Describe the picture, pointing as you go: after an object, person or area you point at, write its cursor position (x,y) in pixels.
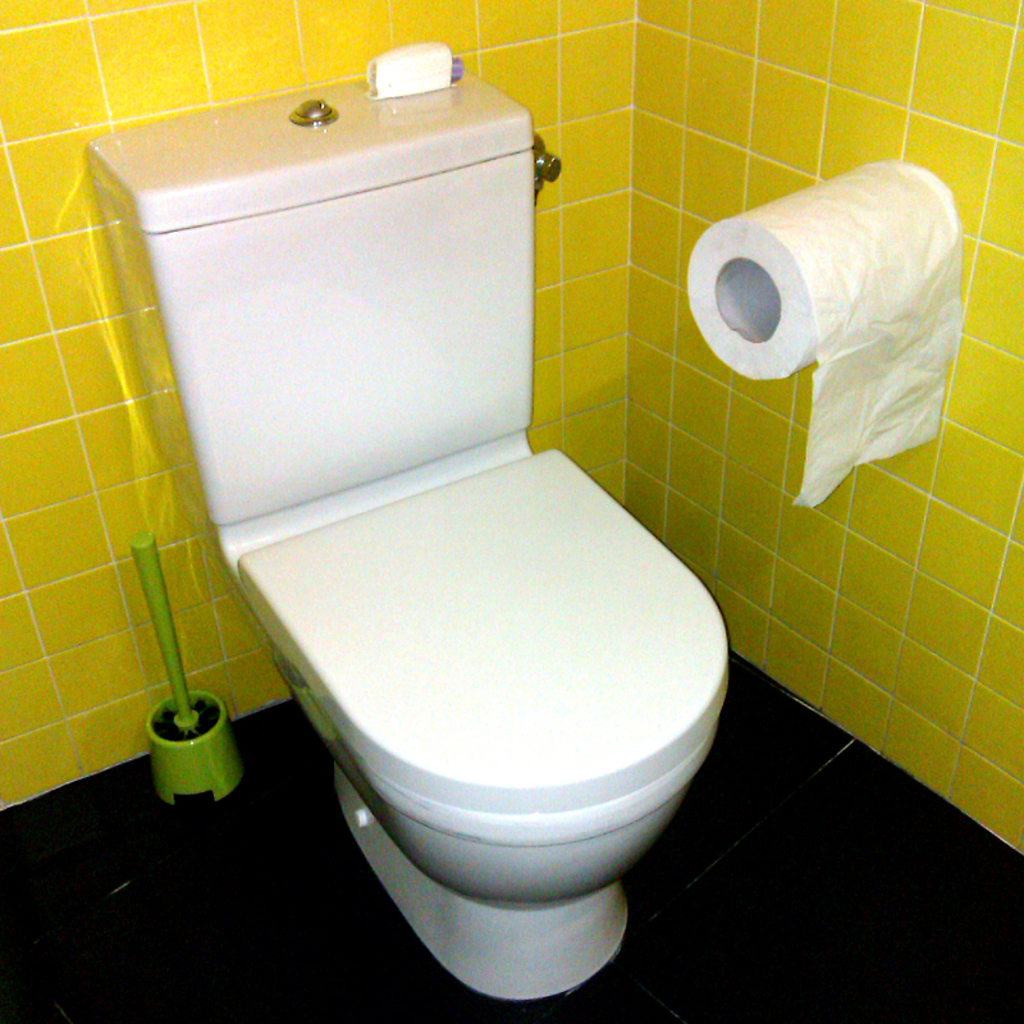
In this image there is a toilet seat (384,600) on the floor (145,999) having an object (144,584) on it. There is a flush tank (362,291) having an object (419,86) on it. Right side (793,222) there is a tissue roll (765,257) attached to the wall (710,390).
